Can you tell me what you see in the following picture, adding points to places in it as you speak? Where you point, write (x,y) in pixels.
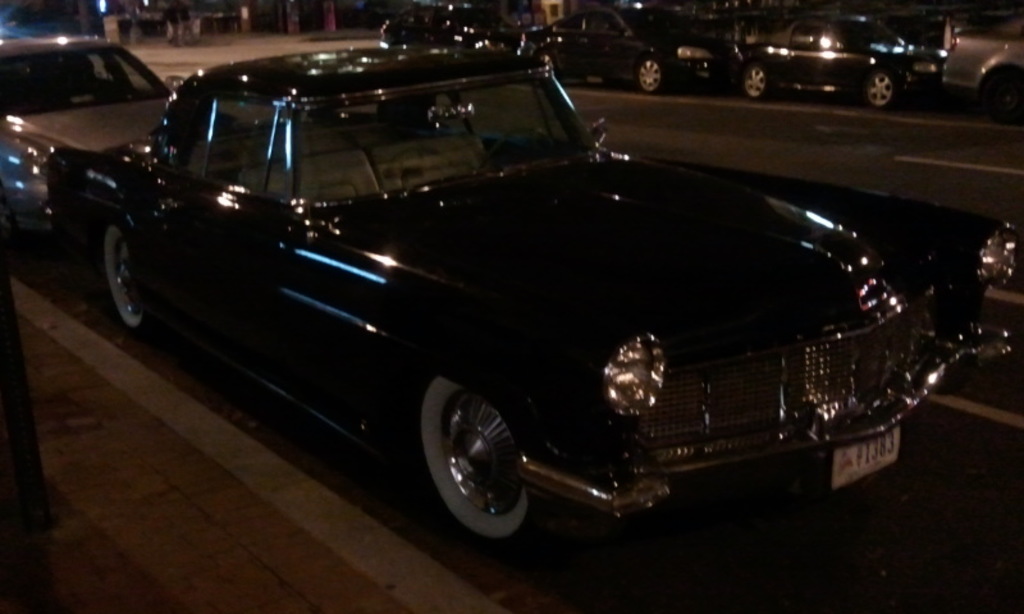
In this picture we can see cars (877,276) on the road (647,523), footpath (135,435) and in the background (317,29) we can see some objects (191,24).
